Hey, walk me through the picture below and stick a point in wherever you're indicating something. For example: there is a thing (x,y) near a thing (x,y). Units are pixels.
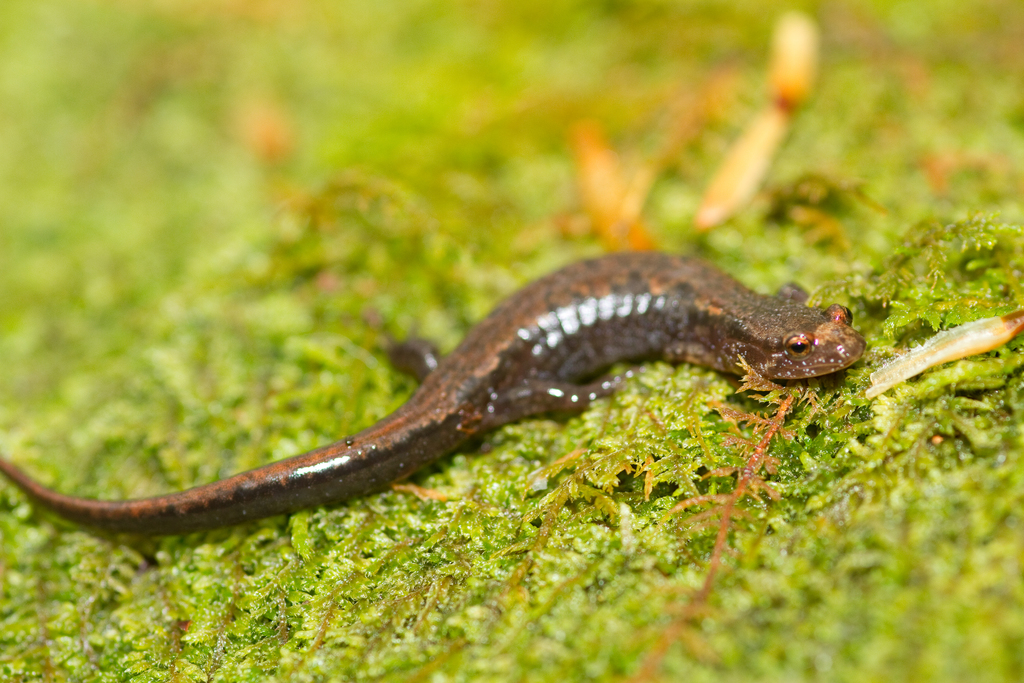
In the picture I can see a salamander (415,455) on the green color surface (581,432) or grass (646,583) and the surroundings of the image is blurred.
